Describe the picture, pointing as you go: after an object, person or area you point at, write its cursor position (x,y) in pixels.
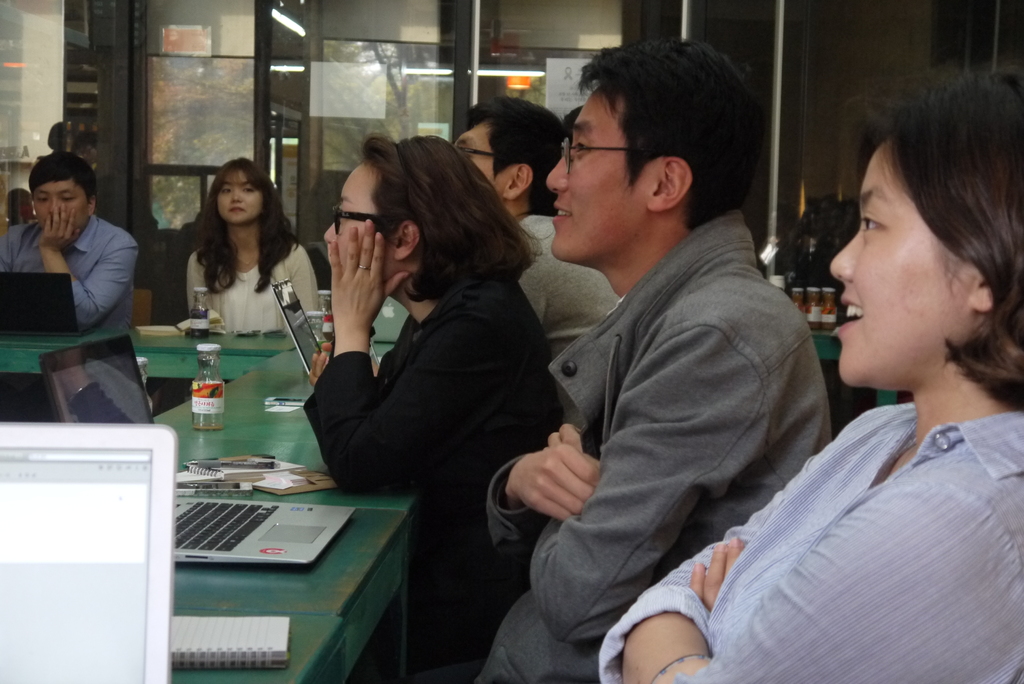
In this image in the center (384,284) there are group of persons (387,293). In the front (599,323) there are persons (695,471) smiling. On the left side (210,583) there is a table (233,575), on the table (275,440) there are laptop (189,520) there is a bottle (212,404) in the background (229,82) there are Windows (408,87), and there is a door (213,98).
